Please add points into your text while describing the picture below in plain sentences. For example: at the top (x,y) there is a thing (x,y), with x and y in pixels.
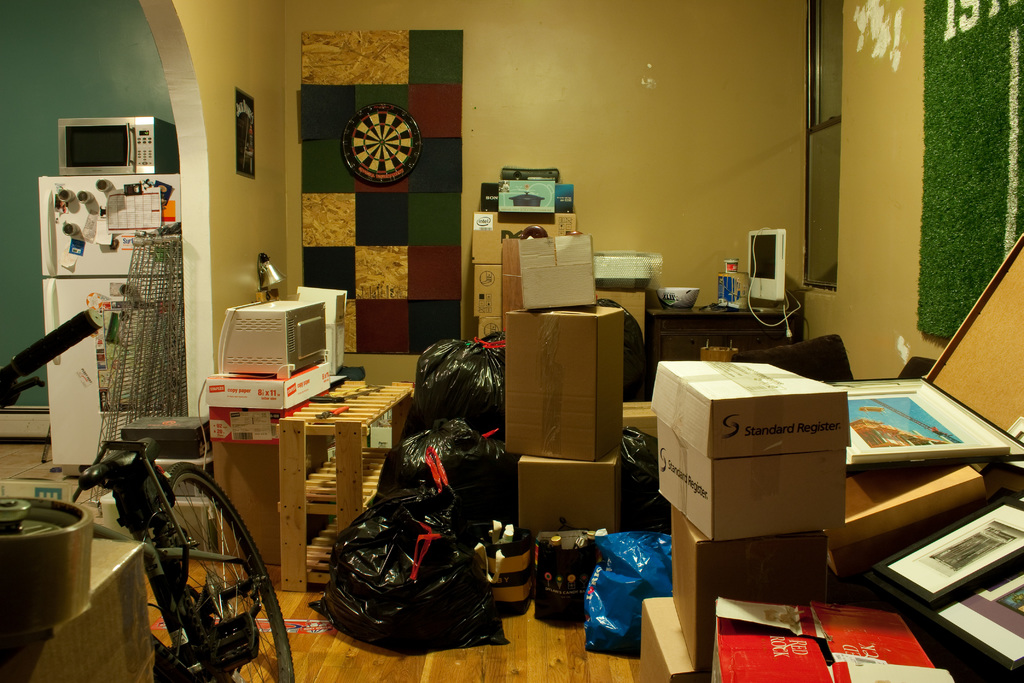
In this picture we can see the floor (433,657), on the floor (414,661) we can see a bicycle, boxes (574,332), photo frames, plastic bags (594,647) and some objects (559,586) and in the background (622,181) we can see a wall (597,220), window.
